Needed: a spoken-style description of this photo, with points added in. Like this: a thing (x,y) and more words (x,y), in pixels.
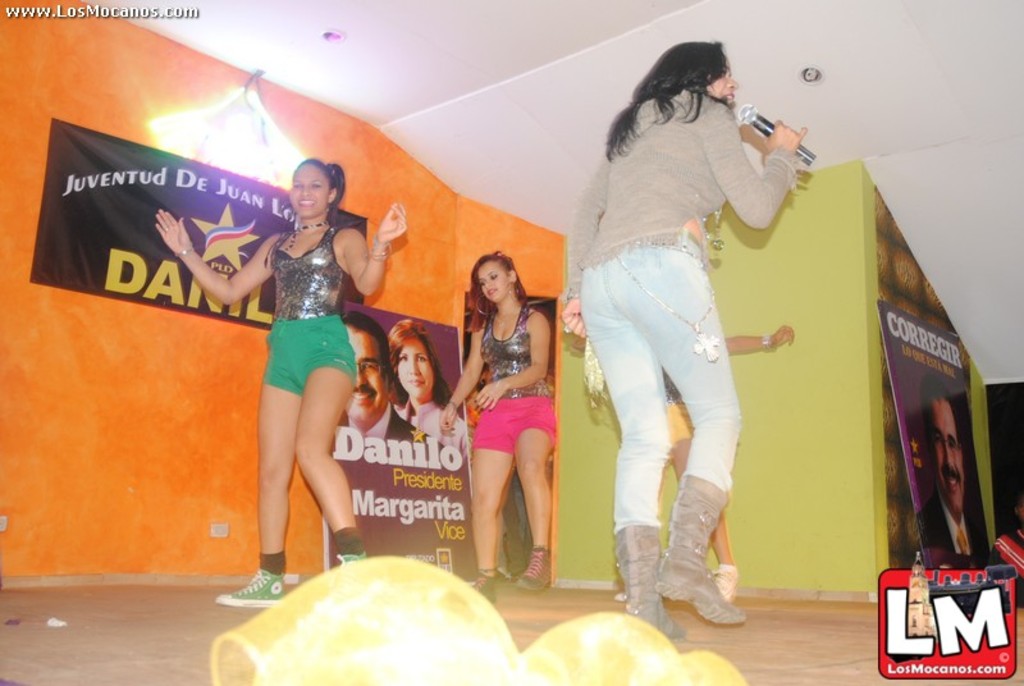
In the picture we can see some women (194,256) are dancing and one woman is singing in the microphone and in the background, we can see a wall (73,24) with some banners (957,388) and boards (944,389) and the walls (6,108) are orange and some part is green in color, and to the ceiling (826,101) we can see the lights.
